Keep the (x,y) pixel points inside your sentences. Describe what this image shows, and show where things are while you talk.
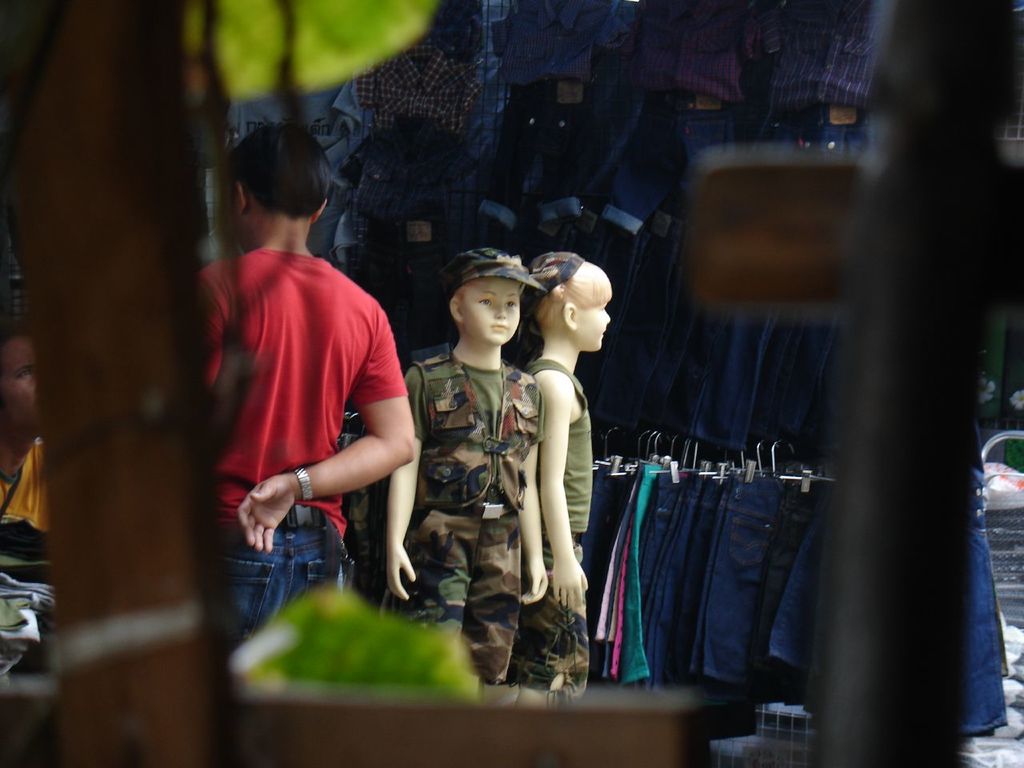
In this image I can see two mannequins (557,585) wearing military dress (513,576). I can see few people (23,508) and few blue color dress (584,174) around.
